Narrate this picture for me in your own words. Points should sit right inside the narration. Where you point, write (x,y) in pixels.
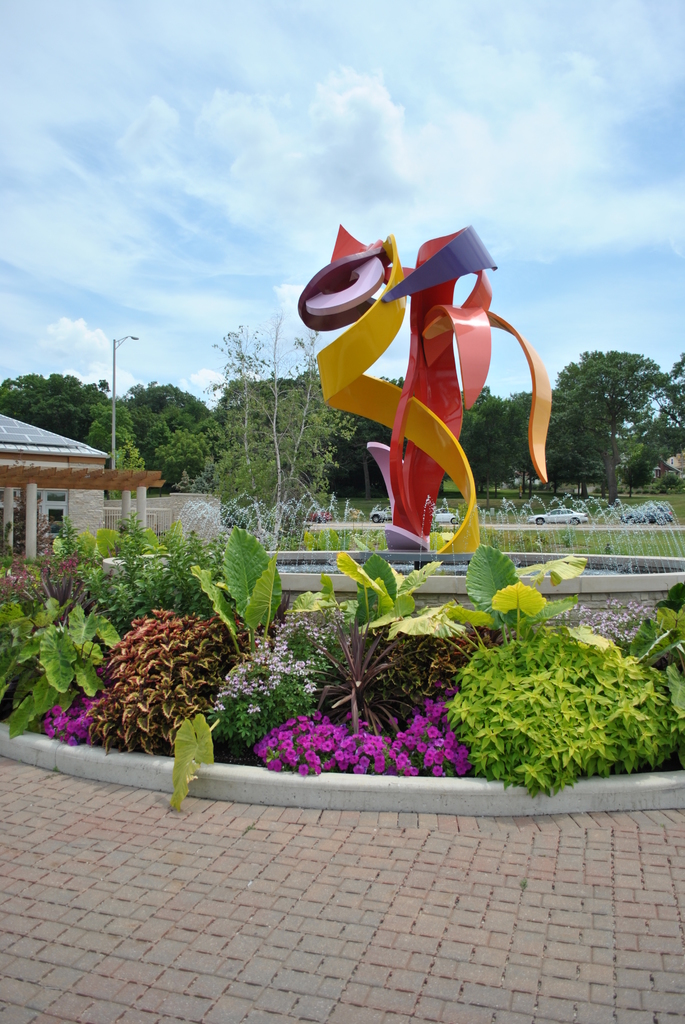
This is a picture taken outside the building (48,523). In the foreground of the picture (562,699) there are plants (286,689), flowers (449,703), pavement (179,912), fountain (357,551) and statue (422,441). In the center of the picture (327,456) there are trees (279,432), cars (546,517), grass (513,518), house (76,498) and a street light (125,340). Sky (254,197) is bit cloudy.
